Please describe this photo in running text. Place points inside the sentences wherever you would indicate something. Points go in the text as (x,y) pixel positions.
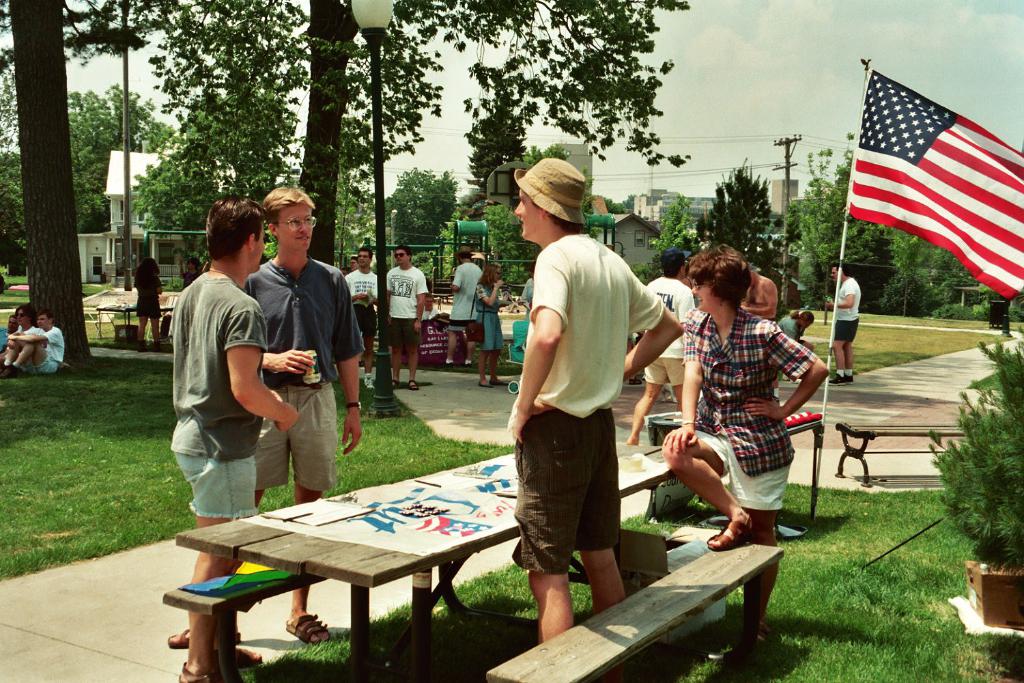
In this image, so many peoples (744,358) are standing. On the left side (37,340), few peoples (31,356) are sat near the tree (73,357). There is a grass (134,504) on the floor (169,563) and road (119,623). Here benches (637,624). On right side (997,536), we can see plants (985,484), flag (969,212). And background (838,186), there are so many buildings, trees (811,210). And sky (751,85) we can see here. On the table (332,572), there are few items (445,489) are placed on it.
